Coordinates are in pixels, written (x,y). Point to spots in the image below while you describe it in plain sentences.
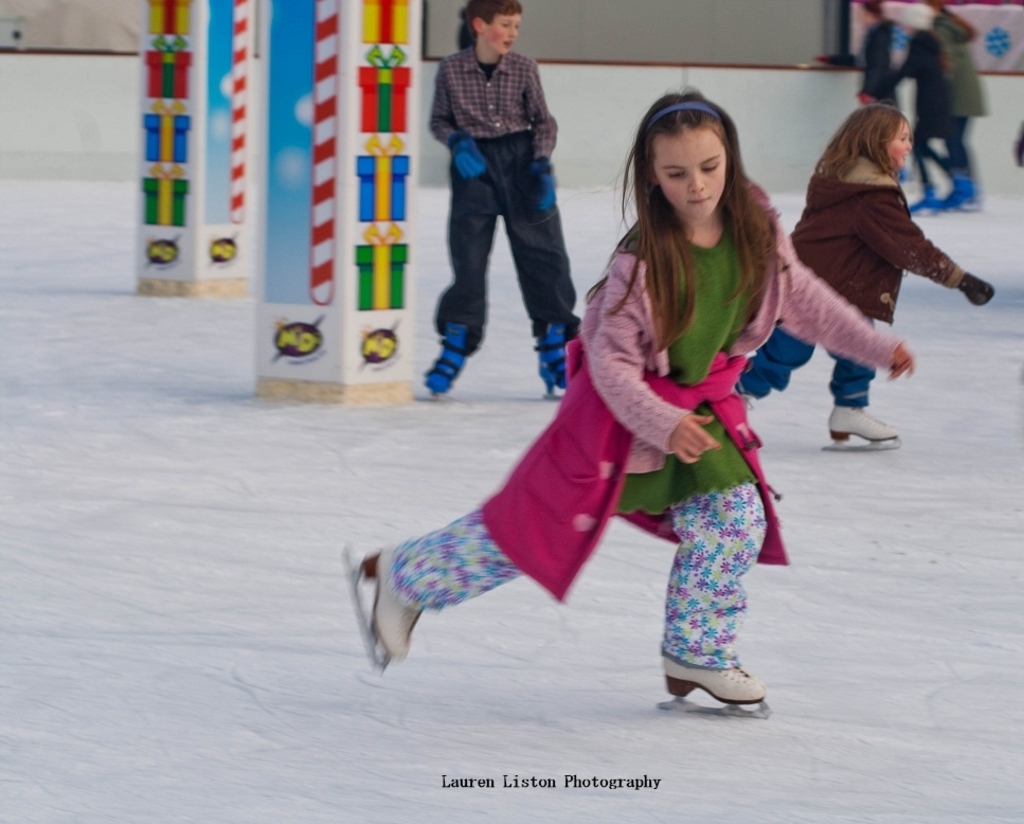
In the image there are few girls (651,366) skating on the ice floor (158,439), all of them are wearing skates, there are pillars (310,248) on the left side (194,214).
